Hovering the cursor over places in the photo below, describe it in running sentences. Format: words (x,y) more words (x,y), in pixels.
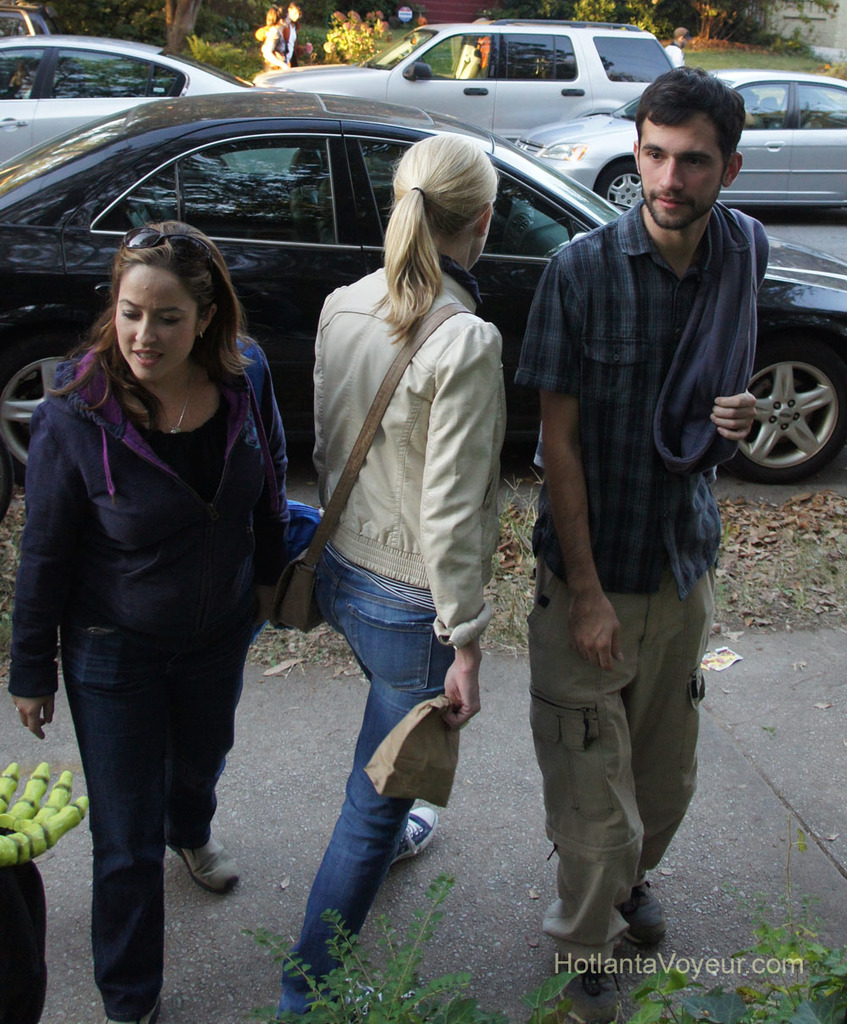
In this image, we can see three people (235,688) are walking on the footpath (412,869). At the bottom (404,1009), we can see few plants (539,1011), watermark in the image. Background (776,329) we can see few vehicles (557,101), plants (318,38), few people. In the middle of the image (428,496), we can see a woman (414,548) is holding some packet (407,767).
